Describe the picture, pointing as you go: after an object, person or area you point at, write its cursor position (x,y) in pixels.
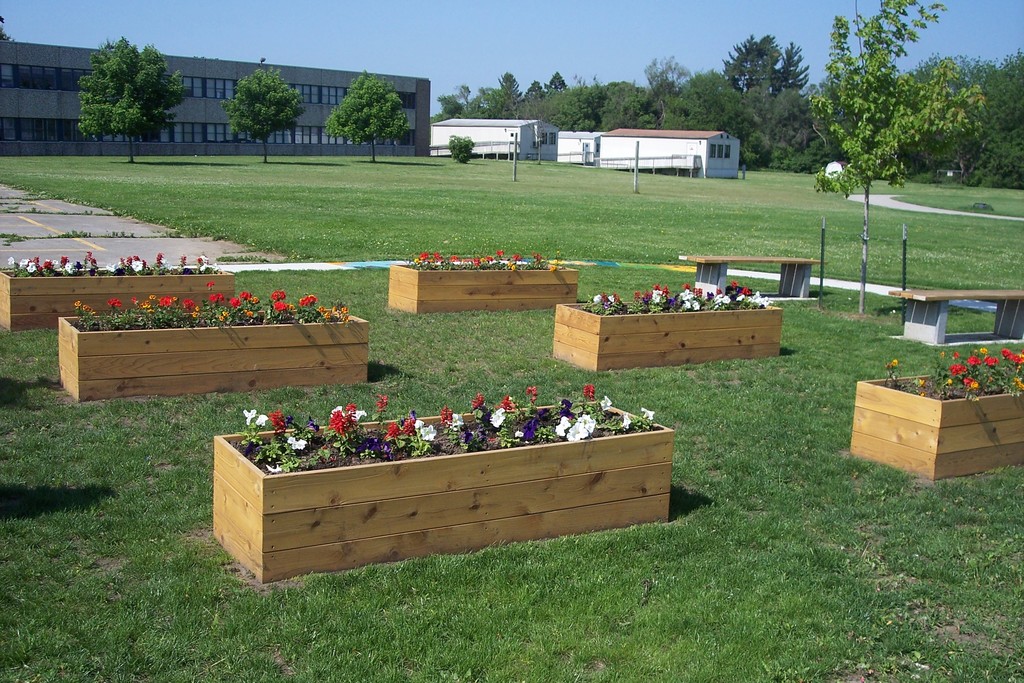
In this image there is sky (596,44), there is a building (208,101), there are houses (574,140), there are trees (169,92), there is grass (355,199), there are flowers (472,430).
